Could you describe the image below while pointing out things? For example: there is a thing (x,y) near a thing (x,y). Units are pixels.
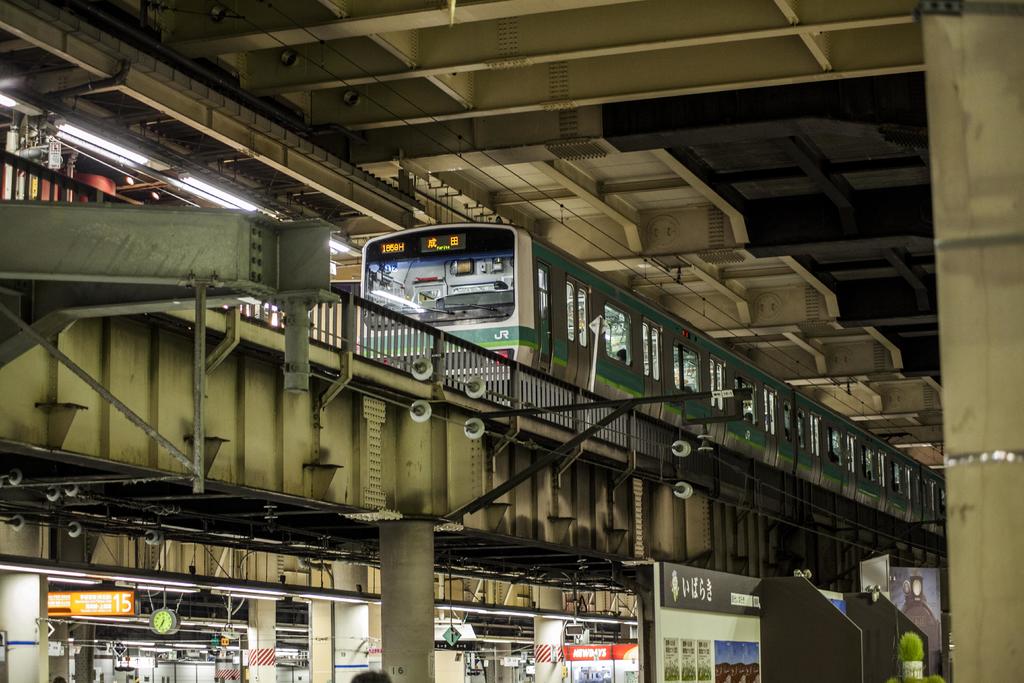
In this image I can see the train (695,341) to the side of the railing (586,394). I can also see the lights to the left (101,145). In the top (482,87) there is a roof (689,233). In the down I can see some boards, clock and also the pillars (404,660).
